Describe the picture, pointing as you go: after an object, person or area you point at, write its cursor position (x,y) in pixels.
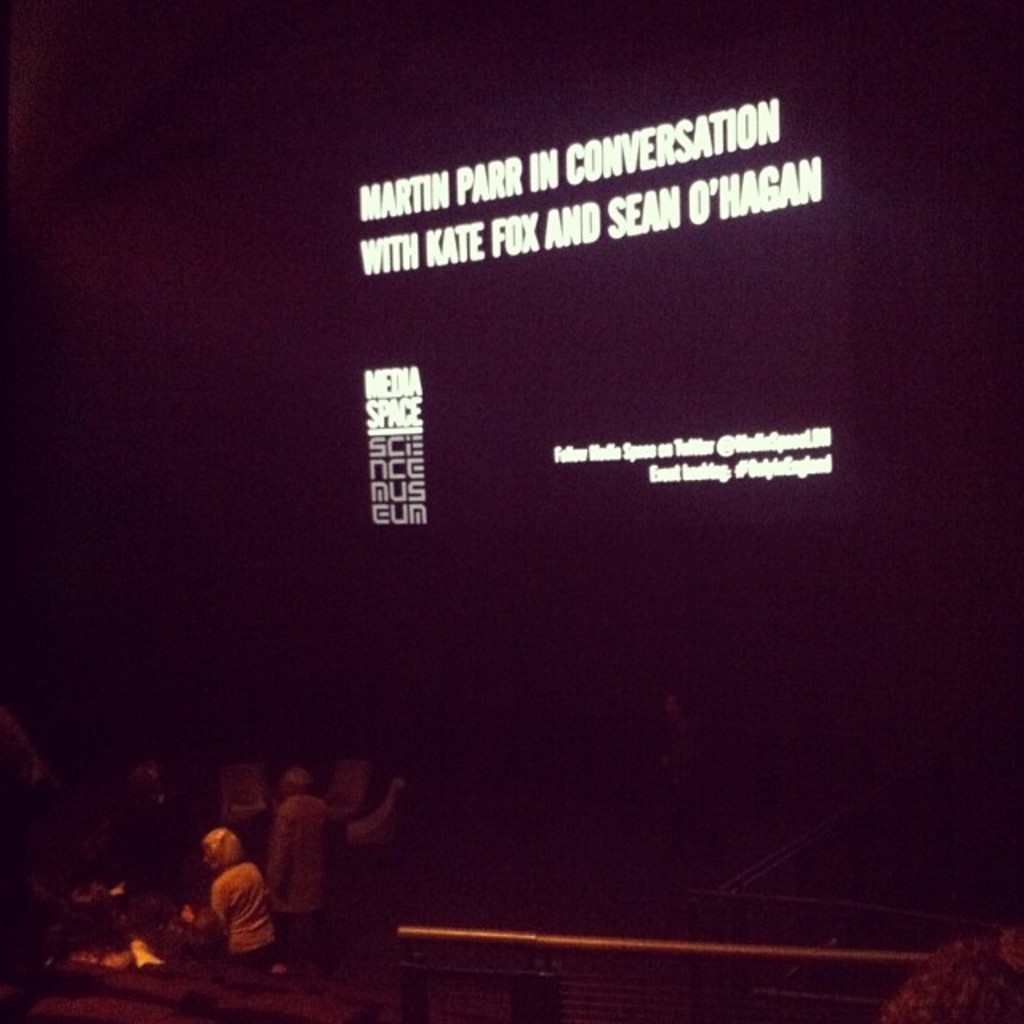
In this image there are a few people (211,849) on the stage (265,820), behind them there is a screen (484,475).
